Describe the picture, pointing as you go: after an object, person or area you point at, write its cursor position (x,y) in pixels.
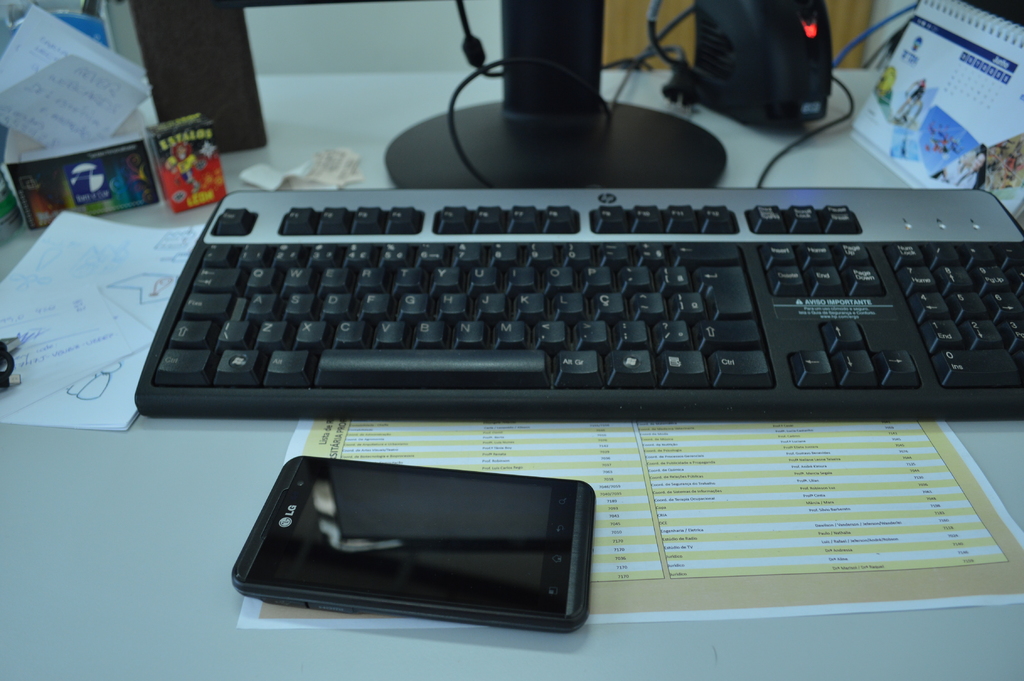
On the table (188,654) there is a keyboard (721,230), a mobile (439,558) and a paper (719,527). To the right top corner (975,89) there is a calendar (952,107). Beside the calendar (931,95) there is a black object (784,52). And to the left side (135,136) there is a paper (94,267) and colorful box (86,151).
